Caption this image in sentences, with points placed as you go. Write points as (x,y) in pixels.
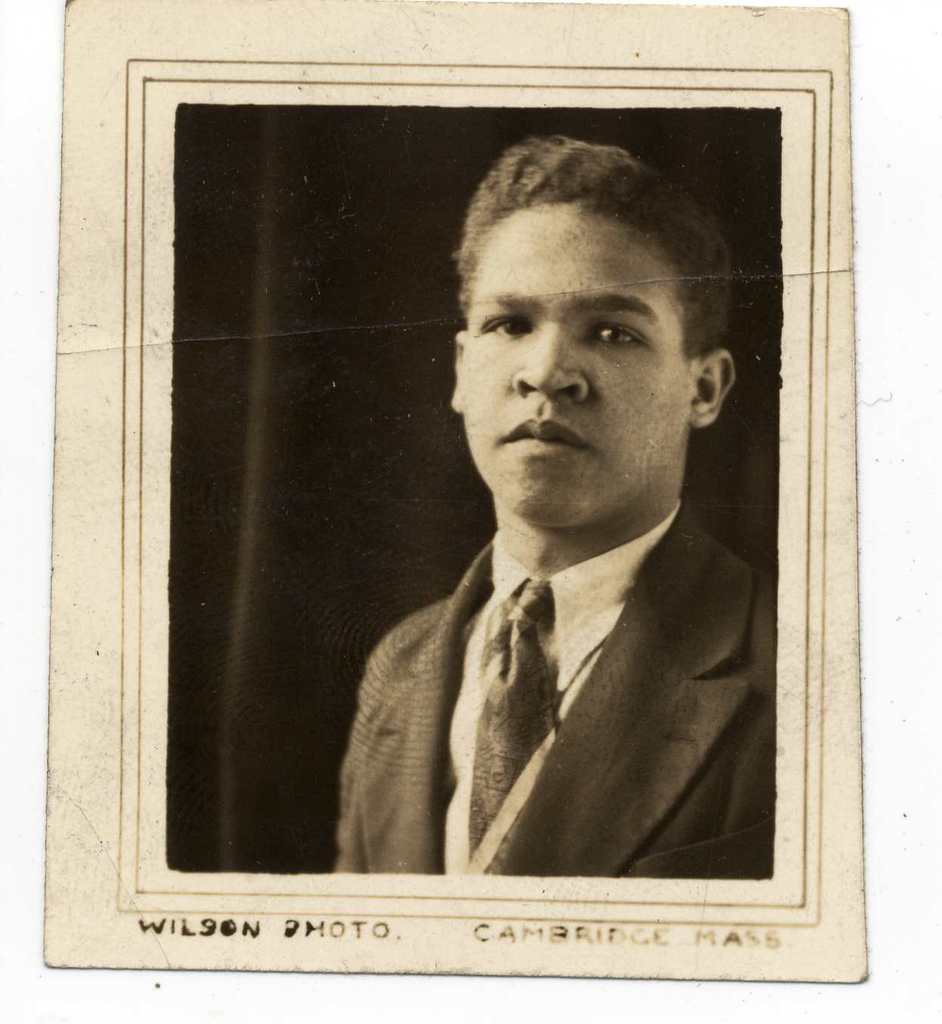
This is a black and white image where we can see a person (595,513) on the right side of this image (631,608) and there is some text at the bottom of this image (210,921).
